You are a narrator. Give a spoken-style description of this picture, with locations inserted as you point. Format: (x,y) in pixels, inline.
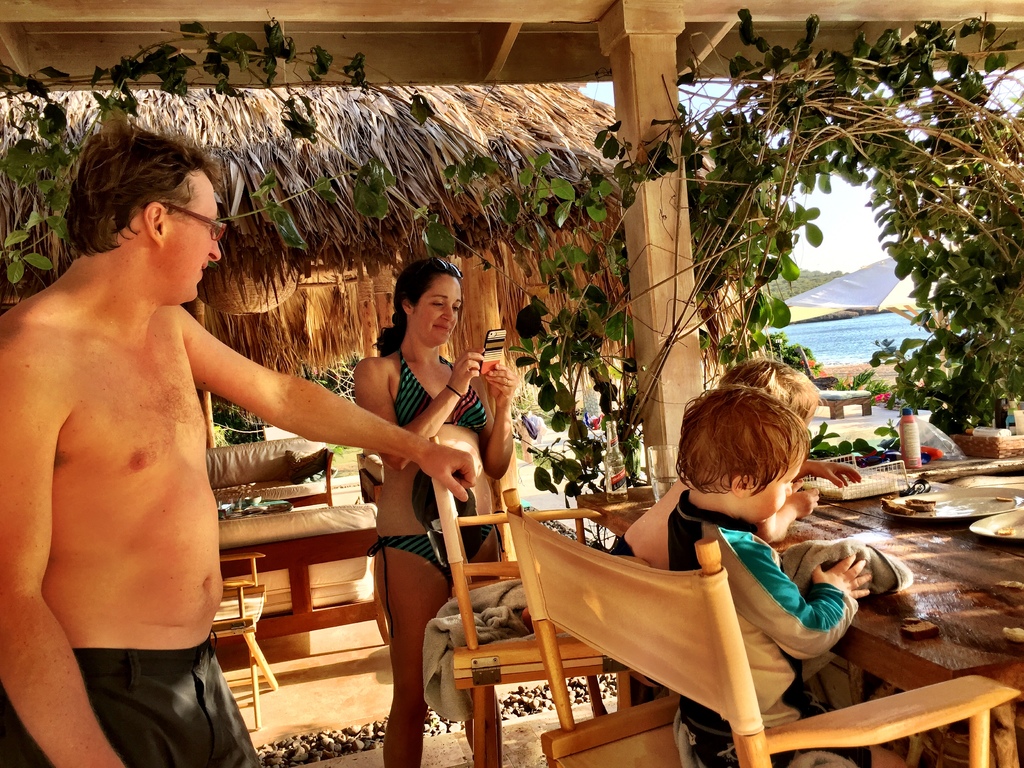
In this image there is a man (189,152), woman (400,475) standing near the chair (505,518), there are 2 babies (734,504) sitting in chair (932,701) and in table (892,544) there is plate (930,516), food (930,501), bottle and in back ground (586,312) there is plants (892,151), trees (948,333), beach (901,322), umbrella (828,298), sky (824,212).
